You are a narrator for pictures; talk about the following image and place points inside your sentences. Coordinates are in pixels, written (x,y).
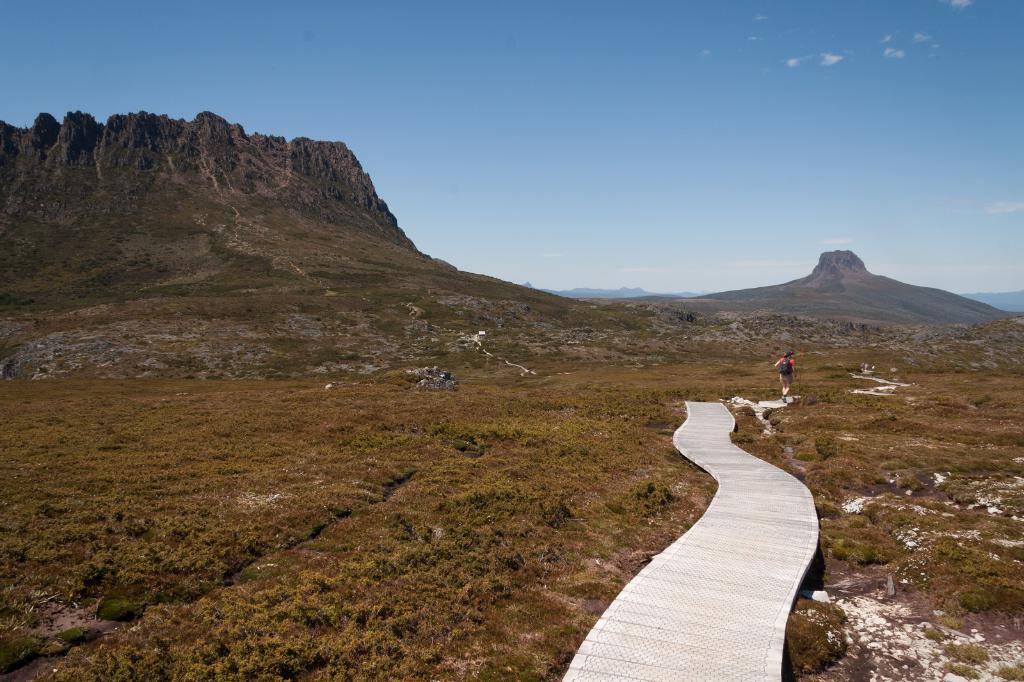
In the foreground of this image (716,594), there is a path (708,613) and a person (780,378) walking on it. On either side, there is grassland (889,486). In the background (430,274), there are mountains (832,262) and the sky (696,94).
